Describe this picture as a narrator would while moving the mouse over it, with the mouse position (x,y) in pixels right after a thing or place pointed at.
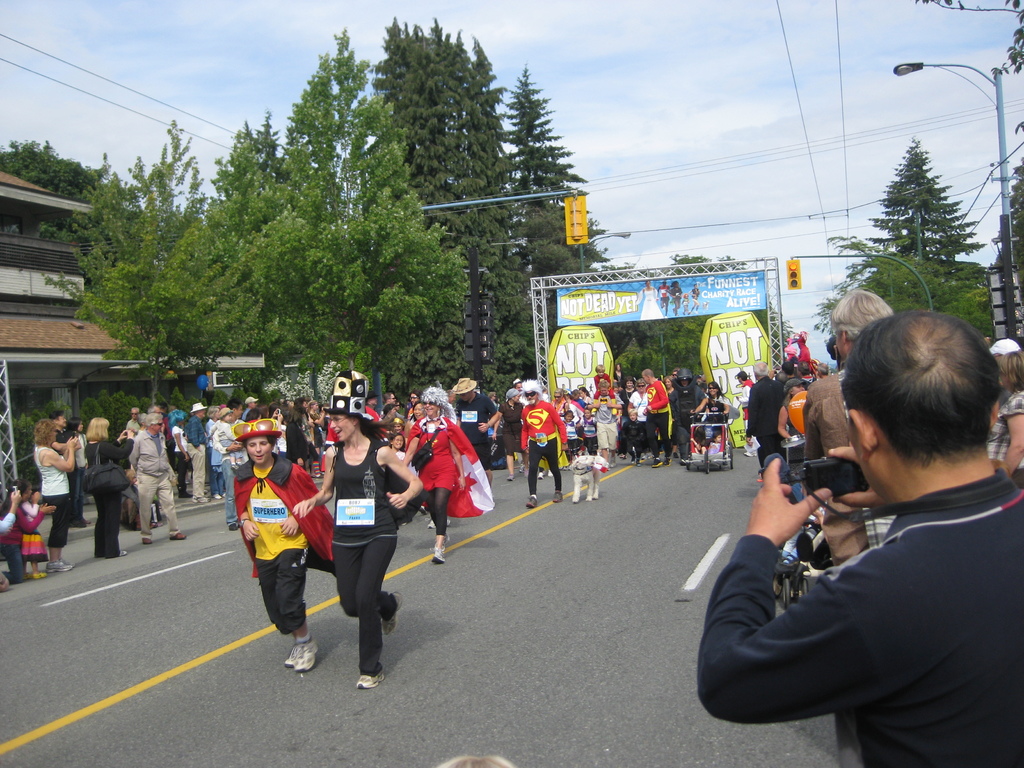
In this picture we can see a group of people (630,424) and a dog (578,478) on the road (105,560) and at the back of them we can see banners (630,320), traffic signals (568,203), poles (765,271), trees (540,271), building (85,350), wires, some objects (802,531) and in the background (161,86) we can see the sky (161,86).
